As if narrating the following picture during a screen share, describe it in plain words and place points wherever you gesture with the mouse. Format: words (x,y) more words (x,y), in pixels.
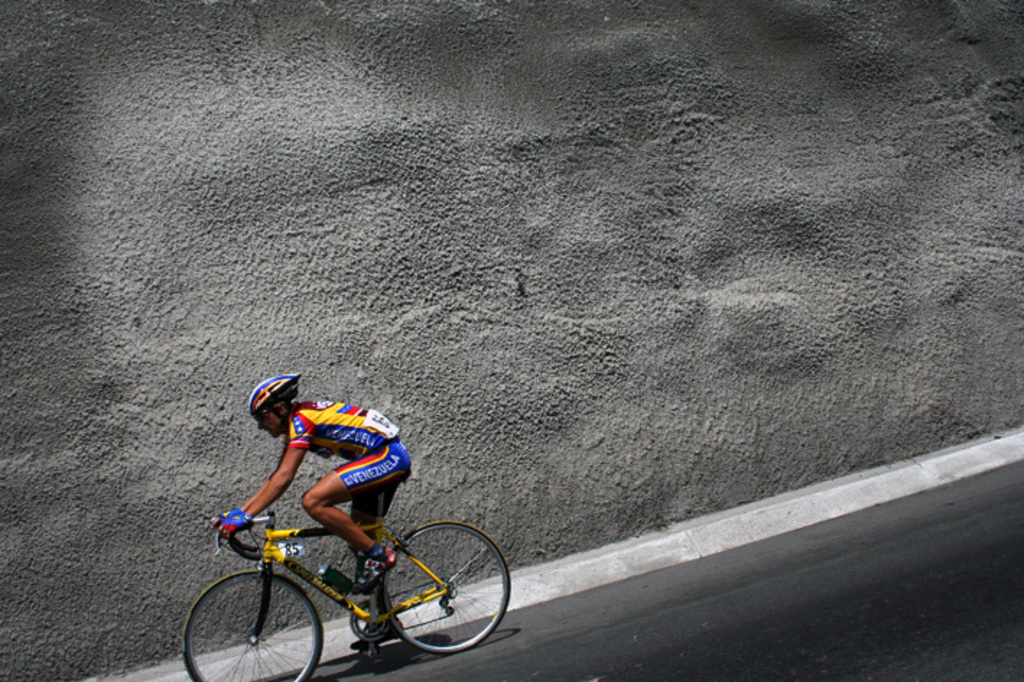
In this picture there is a man (374,465) sitting and riding bicycle (294,589) on the road (669,586) and wore helmet (274,384) and gloves (239,525). In the background of the image (367,314) we can see wall (166,296).
